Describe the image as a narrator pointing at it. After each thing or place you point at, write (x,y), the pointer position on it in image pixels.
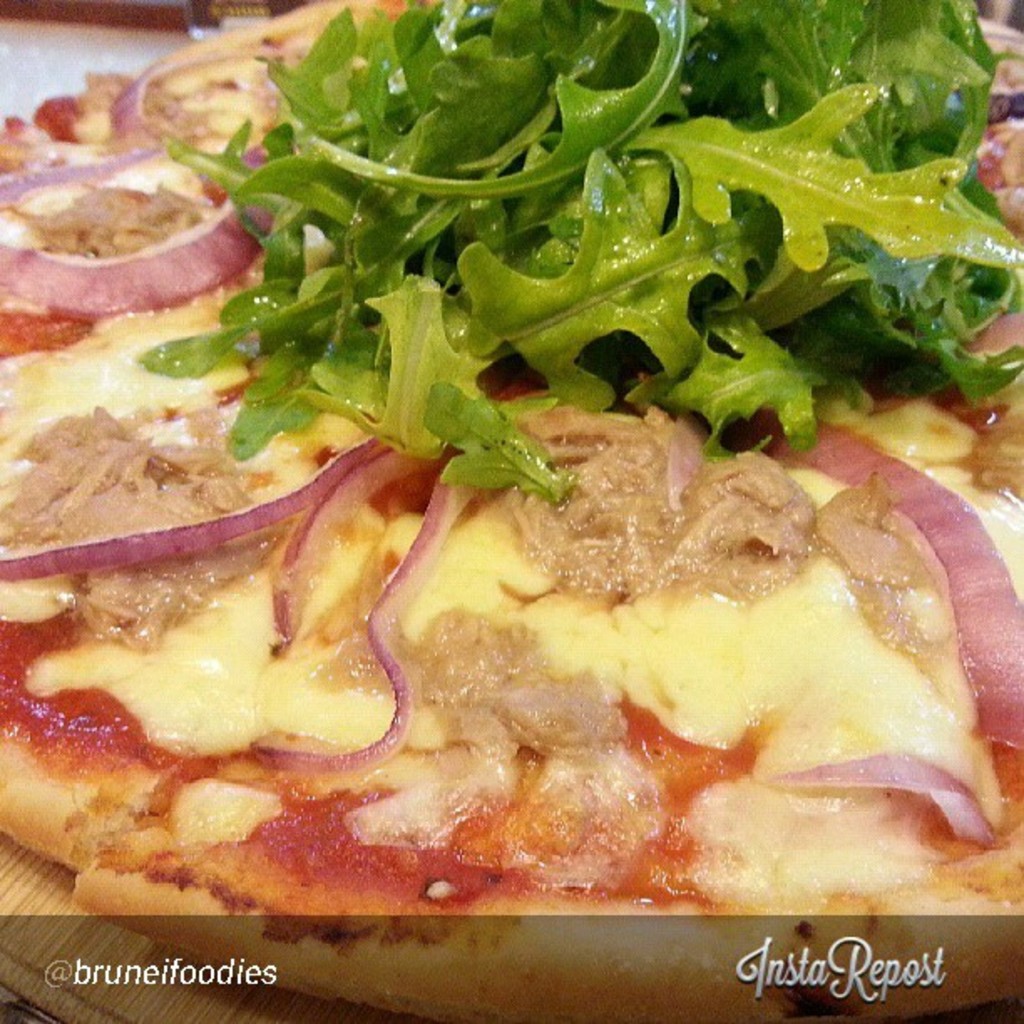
It is a zoomed in picture of a pizza (502,576) and at the bottom (223,975) there is text (881,986).
